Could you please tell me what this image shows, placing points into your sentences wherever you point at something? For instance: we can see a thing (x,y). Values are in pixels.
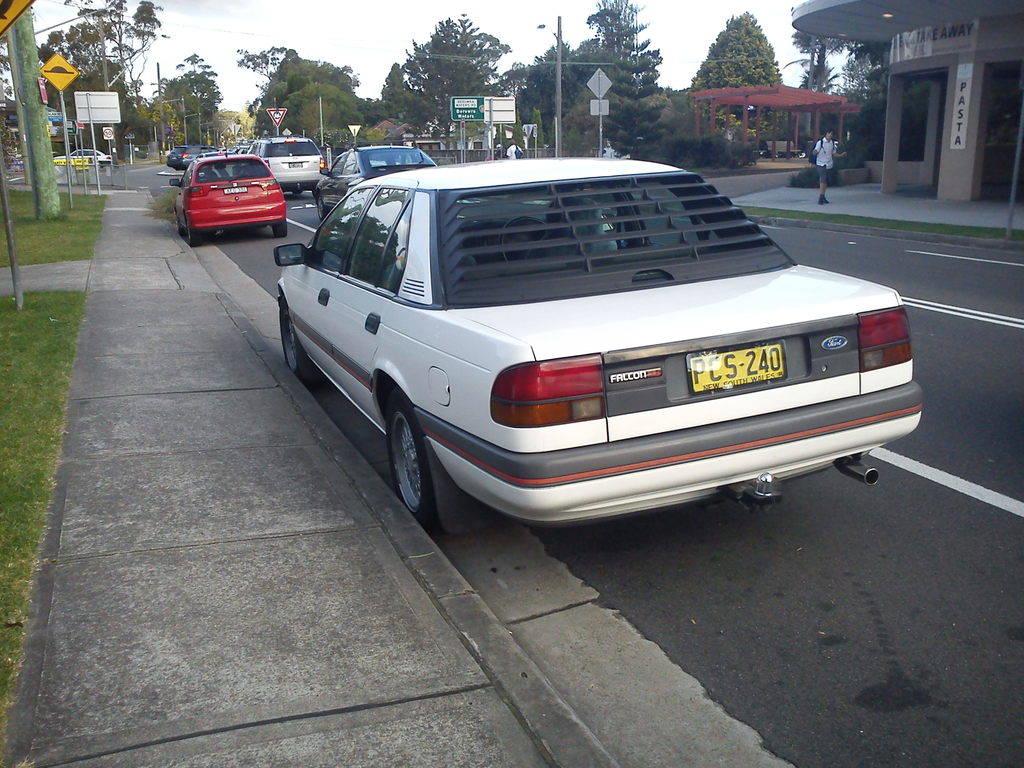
In this image, we can see some trees (350,71) and cars (430,206). There is a road (781,565) in between poles (56,194) and sign boards (104,102). There is a person (822,157) standing in front of the building (952,63). There is a sky (427,29) at the top of the image (505,9).
